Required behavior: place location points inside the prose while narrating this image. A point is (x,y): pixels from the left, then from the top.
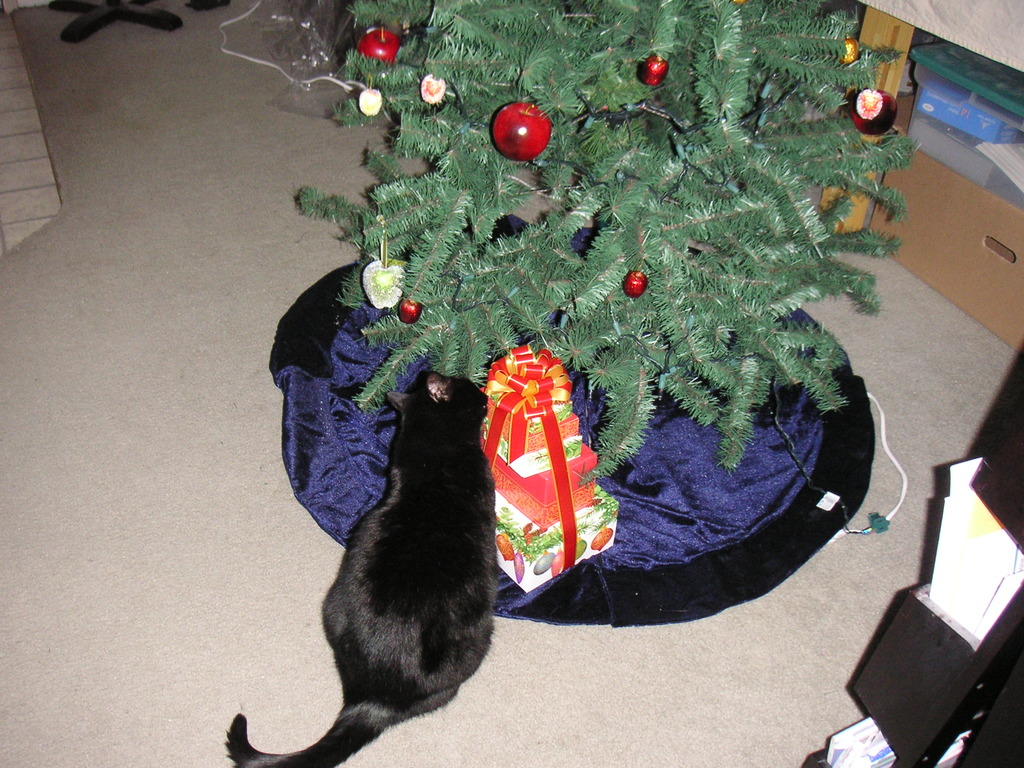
In the image there is a black cat (413,473) sitting on floor (54,379) in front of christmas tree (643,191) with presents (564,398) in front of it on a cloth (778,528) and behind there are racks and cupboards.
